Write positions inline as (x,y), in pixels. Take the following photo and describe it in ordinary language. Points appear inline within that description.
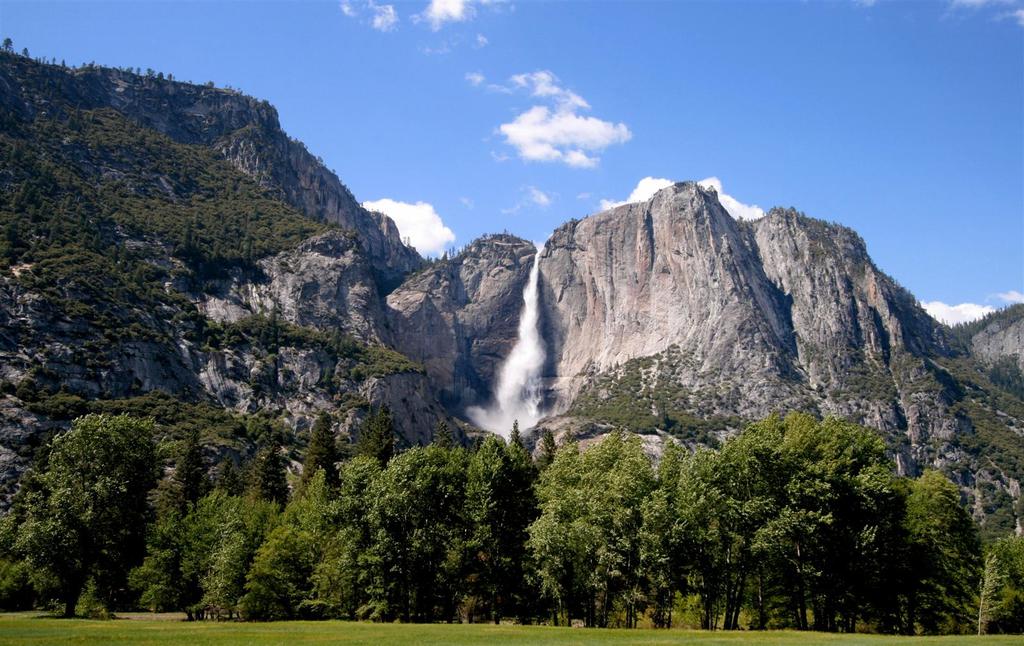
In the image there are many plants (699,513) and trees (329,470) behind a grass surface (144,614) and in the background (213,148) there is a huge mountain (542,259) and there is a water fall (534,308) in between the mountain (492,396).
